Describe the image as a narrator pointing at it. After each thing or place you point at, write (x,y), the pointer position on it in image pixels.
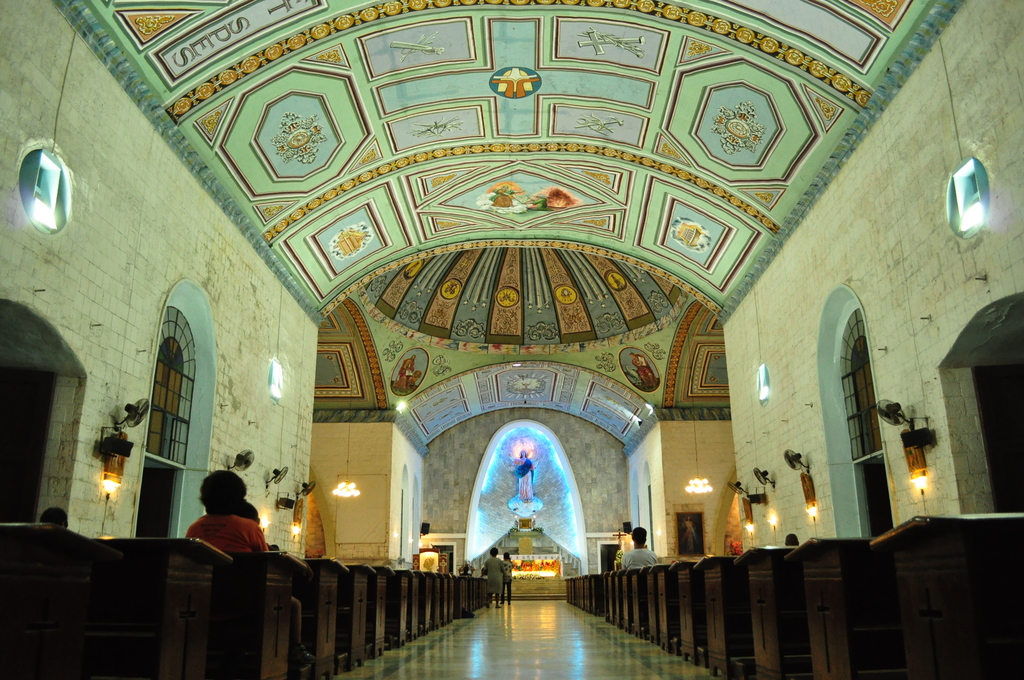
In this picture we can see an inside view of a church (511,439), on the right side (736,584) and left side (332,623) there are some people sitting on benches (672,576), in the background (519,496) we can see a statue (524,511), we can also see two persons (507,572) are standing in the background (490,571), there are some lights (692,491) and fans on the right side (916,469) and left side (282,480).
